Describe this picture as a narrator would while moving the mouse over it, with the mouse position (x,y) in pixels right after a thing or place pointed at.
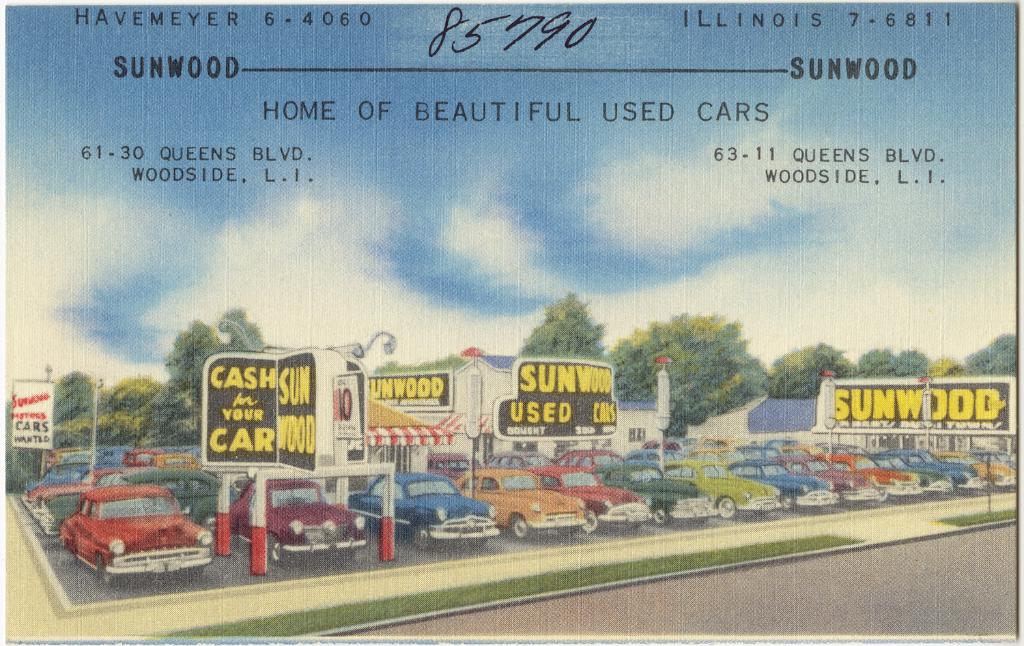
In this picture, it looks like a poster (203,476). In the poster (132,498) there are cars (232,512), poles (664,406), boards (34,414), houses (645,426), trees (670,431) and the sky (391,217). On the poster (232,101) there are words (877,76) and numbers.
